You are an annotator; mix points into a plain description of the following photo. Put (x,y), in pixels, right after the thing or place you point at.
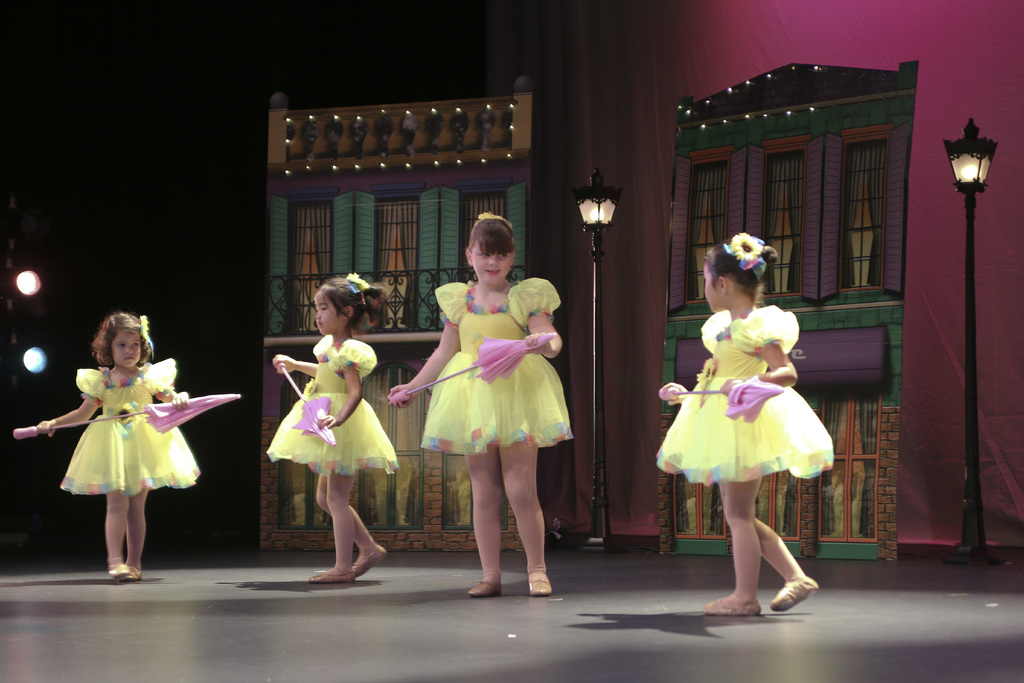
In the picture I can see four girls (452,407) are standing on the floor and holding objects (325,437) in hands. These girls (148,465) are wearing yellow color dresses (428,435). In the background (549,258) I can see pole lights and some other objects (372,505).
